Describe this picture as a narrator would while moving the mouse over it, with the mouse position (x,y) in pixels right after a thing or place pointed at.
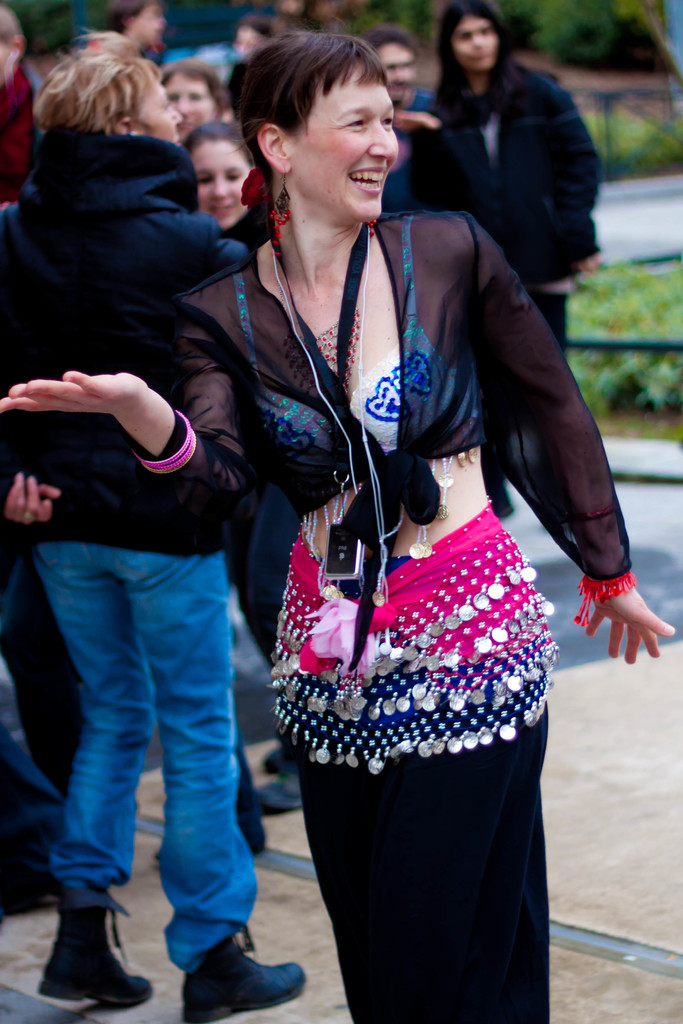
In this picture I can see in the middle (437,569) a woman (468,582) is smiling, in the background (121,4) few people (69,365) are there. On the right side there are plants (624,140).
